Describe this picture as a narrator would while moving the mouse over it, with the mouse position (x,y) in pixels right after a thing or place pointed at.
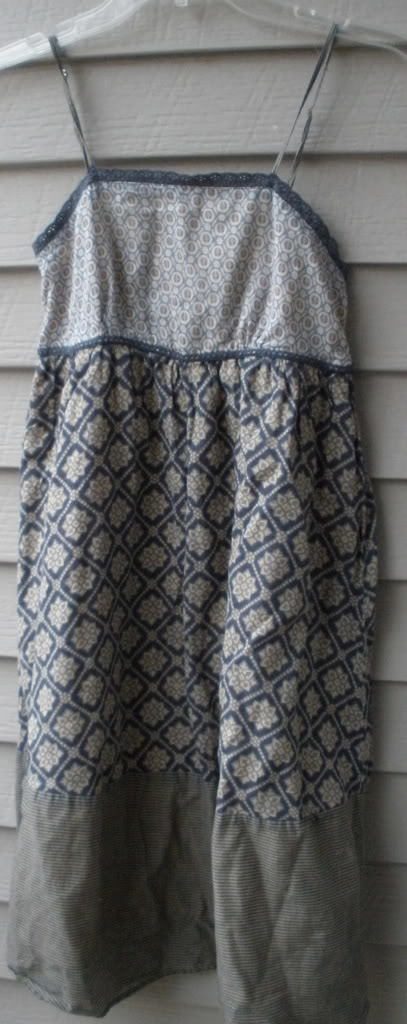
In this image we can see a dress (236,367) hanging to the hanger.
